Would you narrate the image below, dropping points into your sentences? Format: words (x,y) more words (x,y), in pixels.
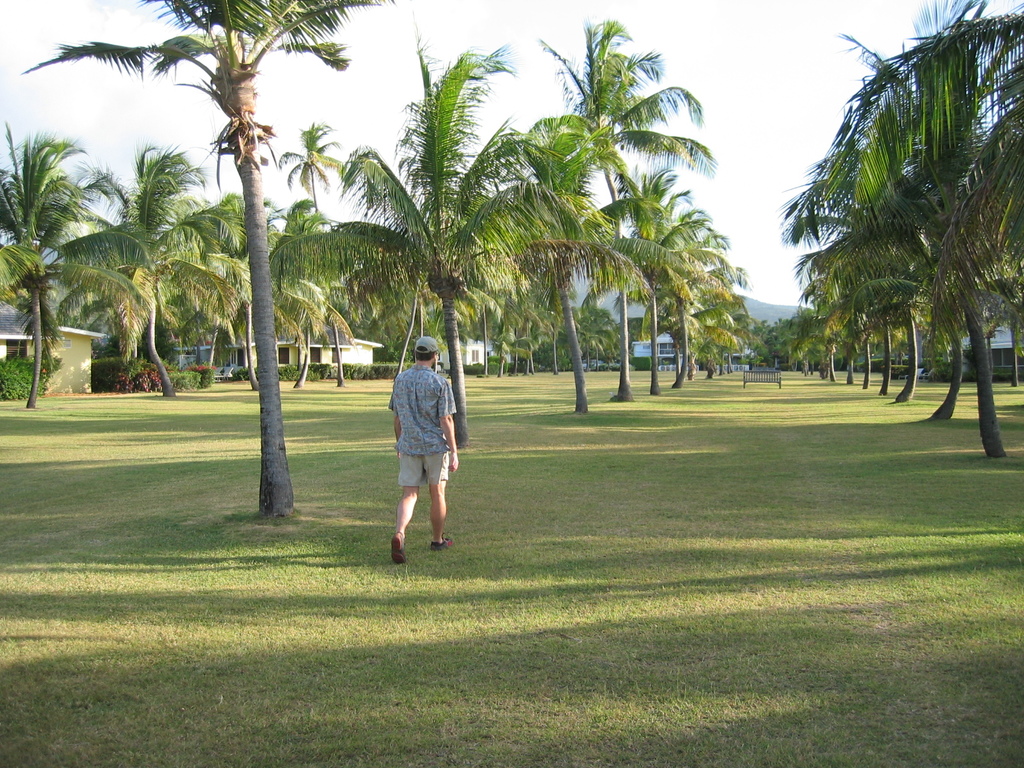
On the ground (673,537) there is grass (657,528). Also there is a person (444,435) walking and wearing a cap (426,350). There are many trees (821,349). In the back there is a bench (766,377). Also there are bushes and buildings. In the background (752,227) there is hill (755,308) and sky (546,56).
